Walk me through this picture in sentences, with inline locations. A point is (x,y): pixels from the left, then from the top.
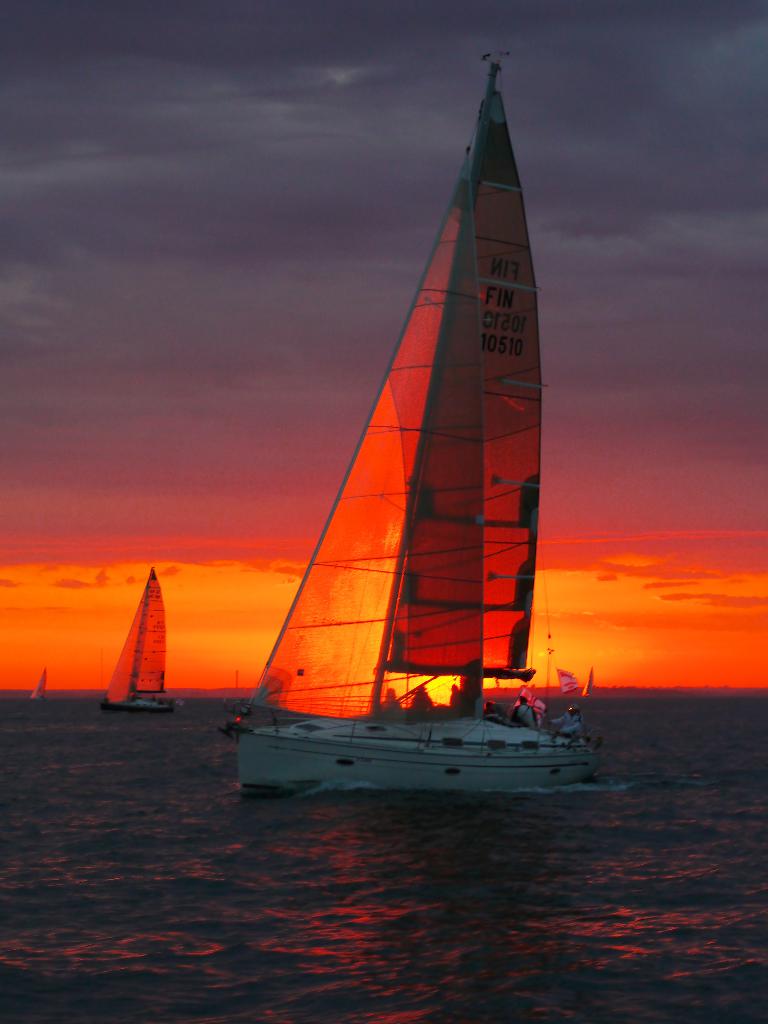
In the image we can see there is a sailboat (412,751) in which there are people (531,721) sitting and behind there are other sailboats (138,661).
